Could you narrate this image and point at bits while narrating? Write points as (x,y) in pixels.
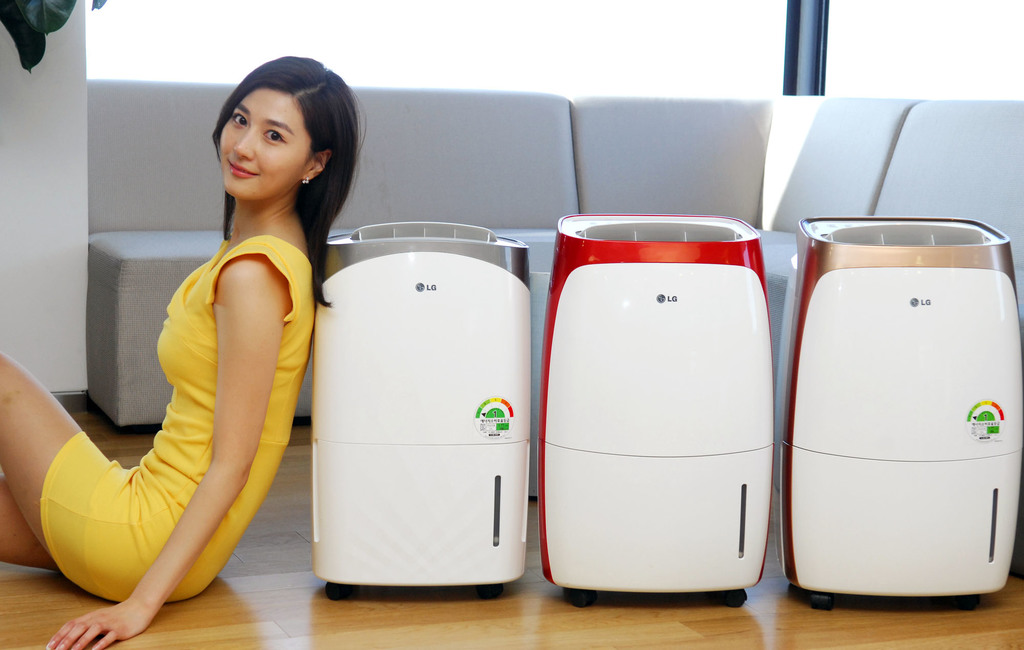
Here we can see a woman (282,457) sitting on the floor (242,614) and she is smiling. There are three electrical devices (828,433). In the background (834,213) there are chairs (987,160) and this is wall (15,281).
